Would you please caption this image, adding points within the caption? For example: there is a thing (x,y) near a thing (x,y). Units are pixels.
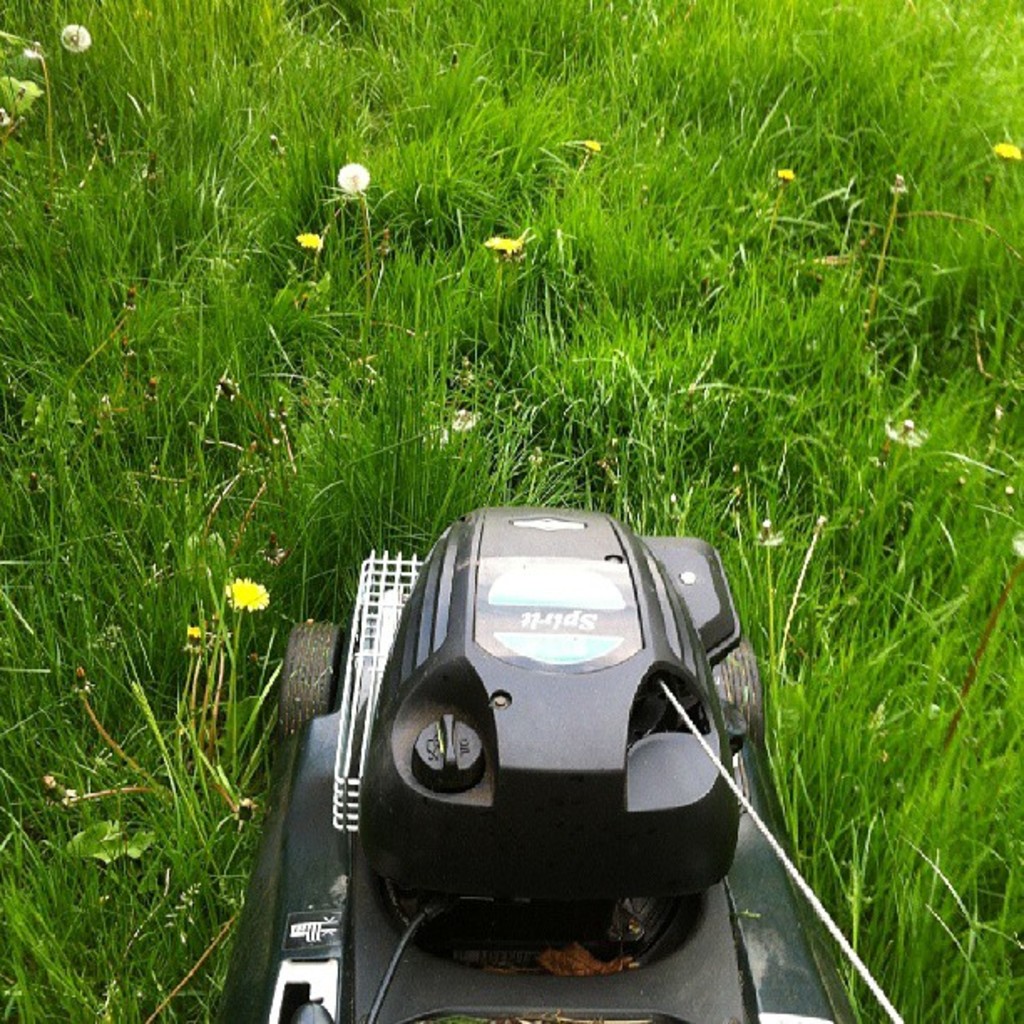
In this image, we can see some grass (627,301). There is a lawn mower (419,651) at the bottom of the image (455,971).
